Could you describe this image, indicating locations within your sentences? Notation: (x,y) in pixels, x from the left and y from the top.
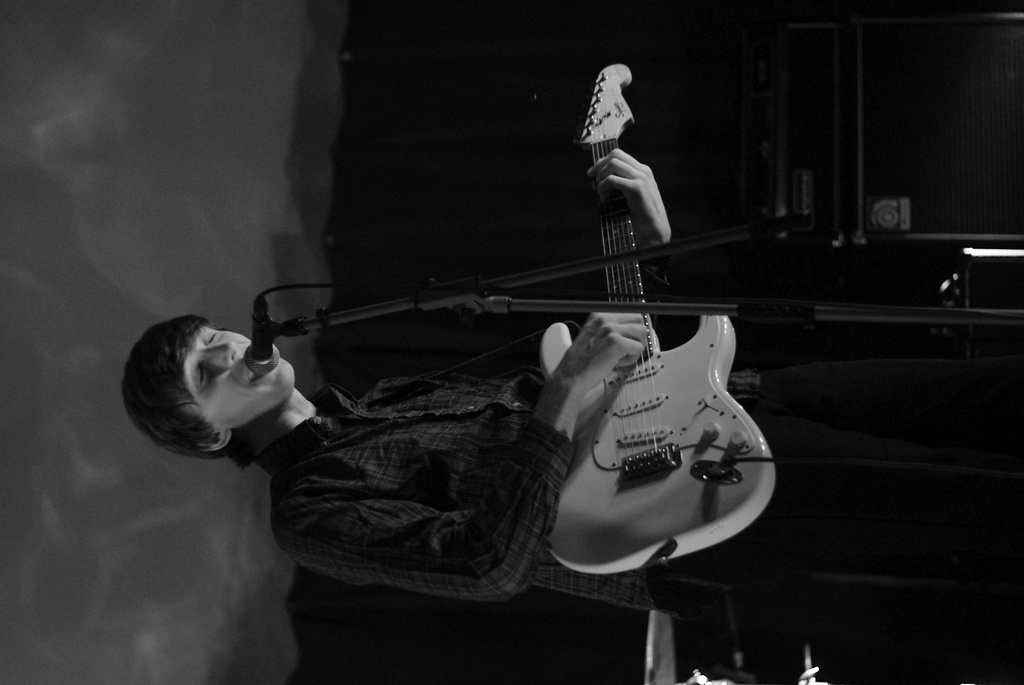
In this image I see a man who is standing in front of a mic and he is holding a guitar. In the background (996,352) I see few equipment (980,346) and it is dark.
